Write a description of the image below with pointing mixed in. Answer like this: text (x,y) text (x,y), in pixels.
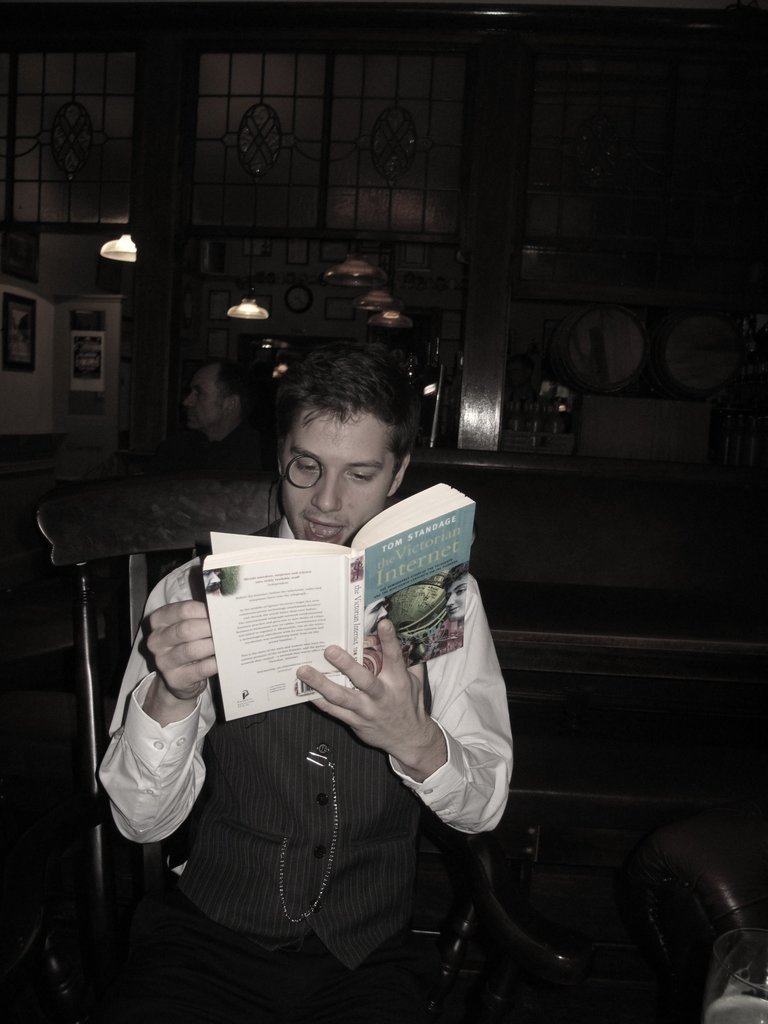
In this image, we can see a person (301,743) is sitting on a chair (99,897) and holding a book (359,629). He is reading. In the background (241,287), we can see dark, wall (236,344), person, poster (93,362), frame (8,302), glass objects (261,116) and few things (631,345). On the right side (753,994) bottom corner, there is a glass (722,966) with liquid (735,999).
